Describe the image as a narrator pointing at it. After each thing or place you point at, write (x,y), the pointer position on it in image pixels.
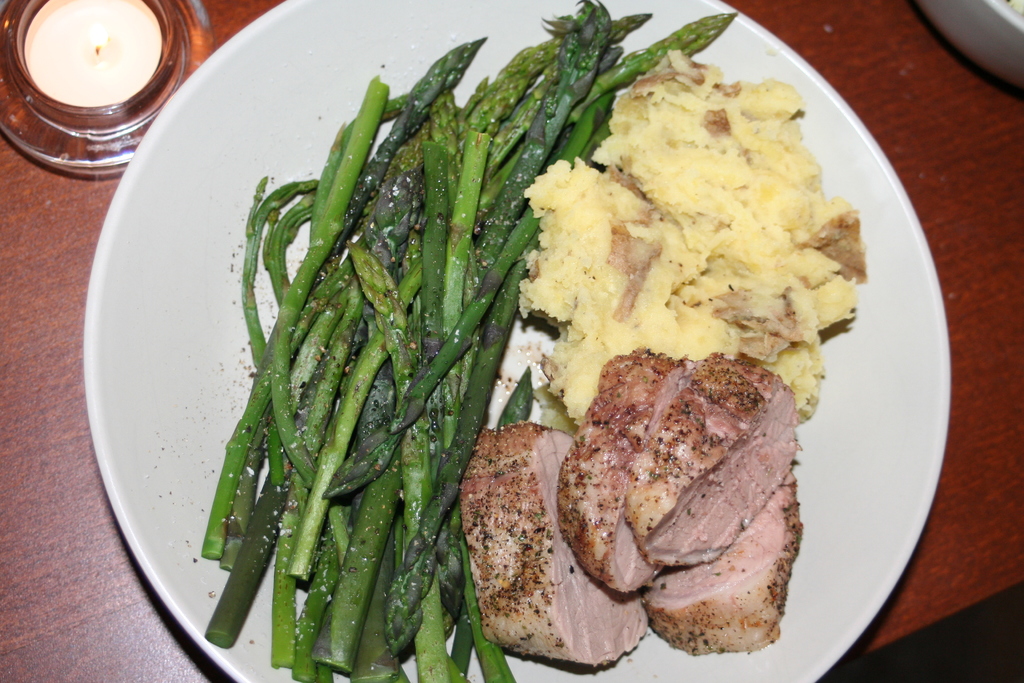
We can see plate (246,130) with food (494,500), candle (36,12) and bowl (965,41) on the table (923,579).
